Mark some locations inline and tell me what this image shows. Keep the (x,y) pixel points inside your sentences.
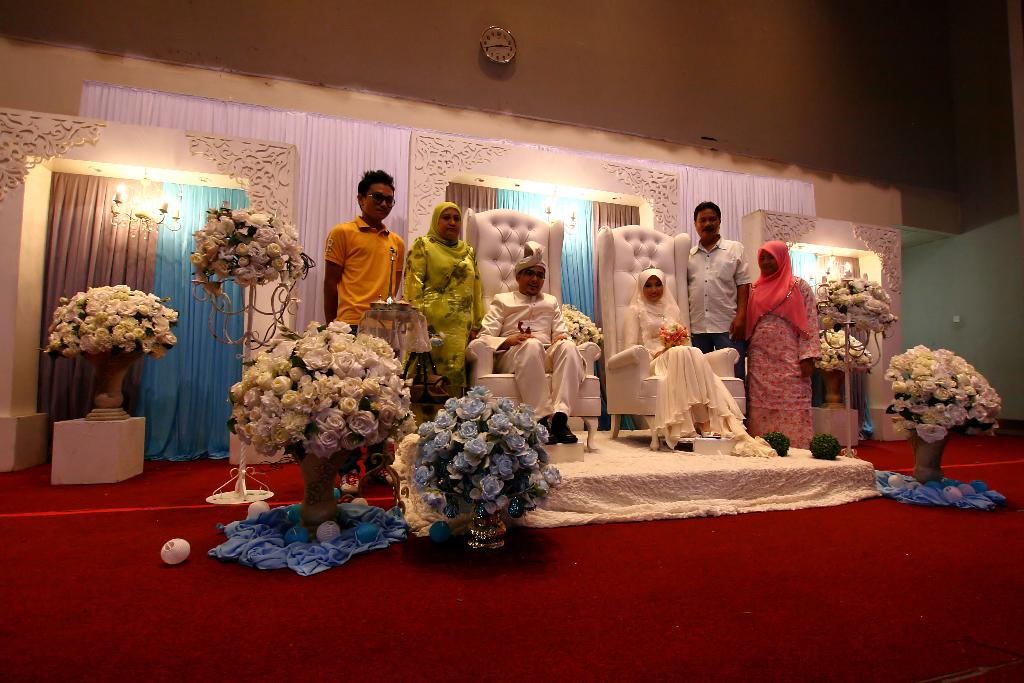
In this picture I can see two persons (521,300) sitting on the chairs (679,276), there are four persons (704,281) standing, there are chandeliers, flower vases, there are wedding arches (644,220), and there is a clock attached to the wall (497,74).
